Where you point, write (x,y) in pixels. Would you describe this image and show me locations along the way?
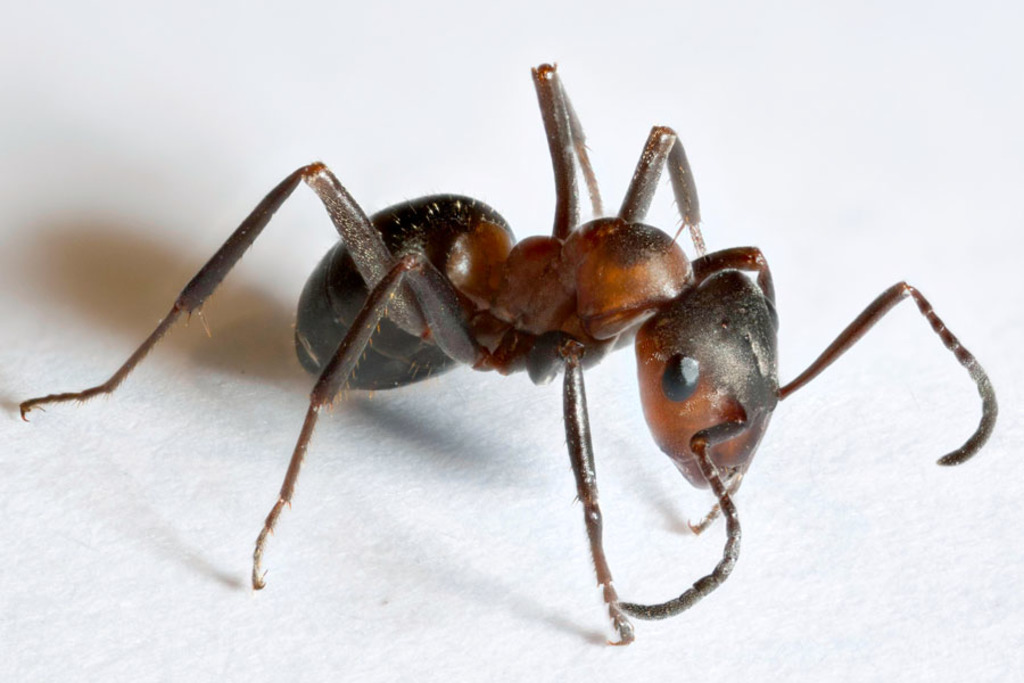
There is an ant (584,328) on a white surface (70,525).
